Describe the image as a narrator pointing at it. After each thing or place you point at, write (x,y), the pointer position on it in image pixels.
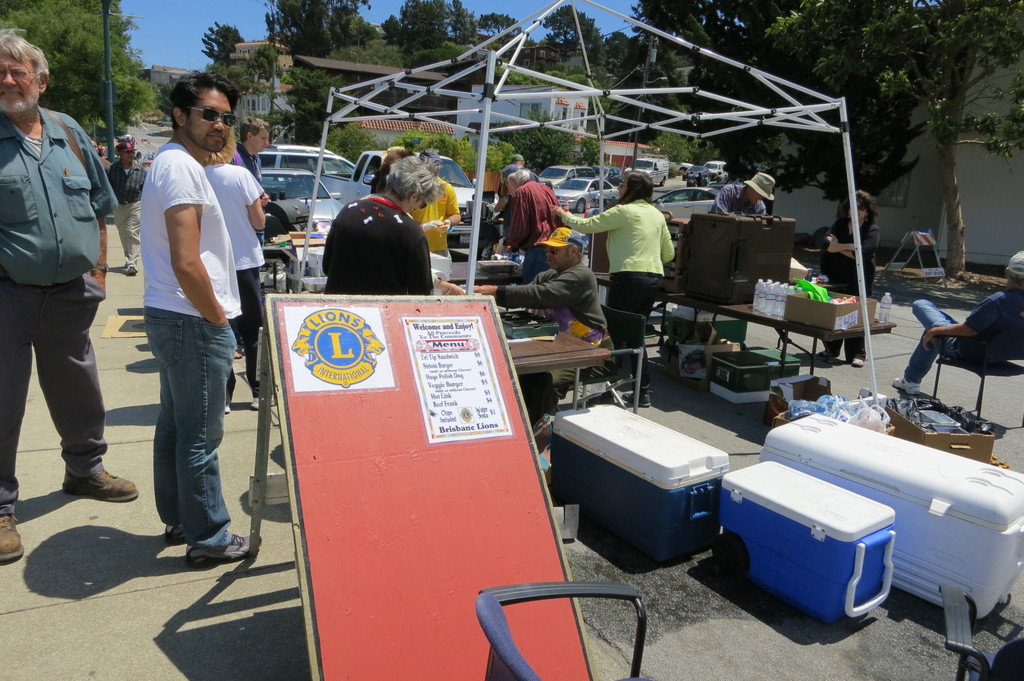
In this image we can see few people (385,236) standing on the road (170,571) and few people (989,348) sitting on the chairs (937,363), there are few boxes (854,482) and few objects (928,427) in some boxes (944,448) and there are few bottles (776,312), boxes (821,321) and few objects (552,327) on the tables (574,356) and there is a structure (475,96) with iron rods (649,121), there is a board (384,505) with logo (373,354) and text (460,362), and in the background (347,176) there are few cars (454,167) on the road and few buildings (451,103), trees (148,96).
